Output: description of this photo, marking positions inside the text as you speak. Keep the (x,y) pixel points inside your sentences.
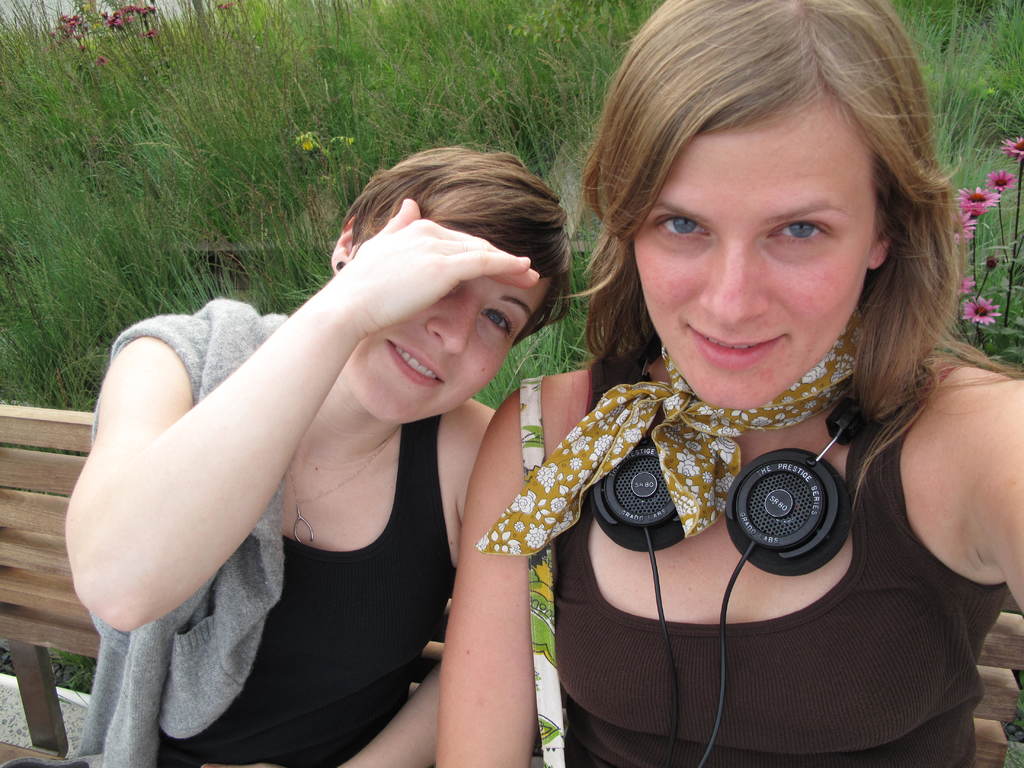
In the image there are two women (431,514) sitting on a bench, they are taking a selfie and behind them there is grass (340,78) and some flowers (995,199).
